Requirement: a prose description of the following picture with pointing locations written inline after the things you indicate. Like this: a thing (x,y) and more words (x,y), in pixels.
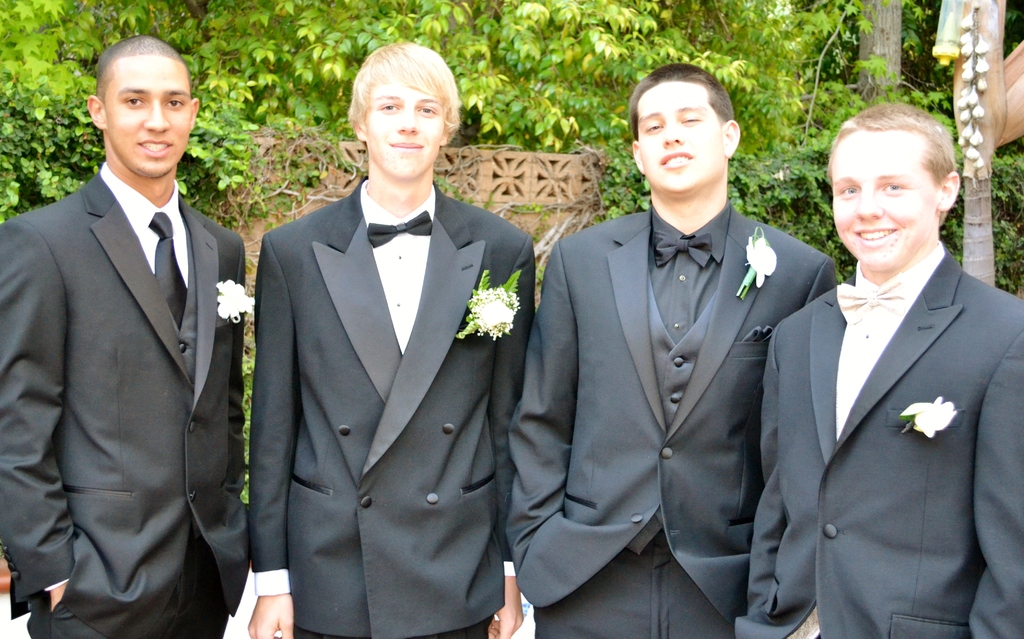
Here we can see four men (568,300) standing. In the background (319,88) there are trees (323,83), plants (458,68), wall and an object (992,78) on the right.
